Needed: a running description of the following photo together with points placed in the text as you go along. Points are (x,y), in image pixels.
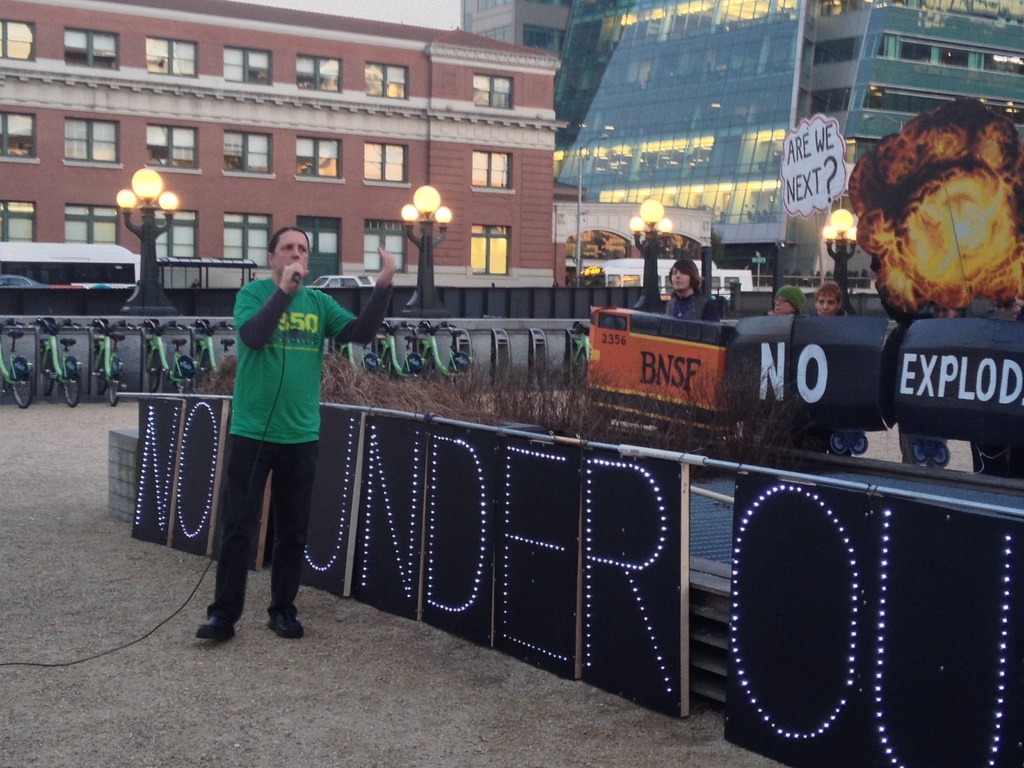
In this picture we can see a man (295,379) wearing green t-shirt (282,409) standing in the front (318,366) and holding the microphone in the hand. Behind we can see some persons (692,296) sitting in the black boxes (741,366). In the background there is a lamp post (430,225). Brown color building (374,142) with many glass windows (399,168).
